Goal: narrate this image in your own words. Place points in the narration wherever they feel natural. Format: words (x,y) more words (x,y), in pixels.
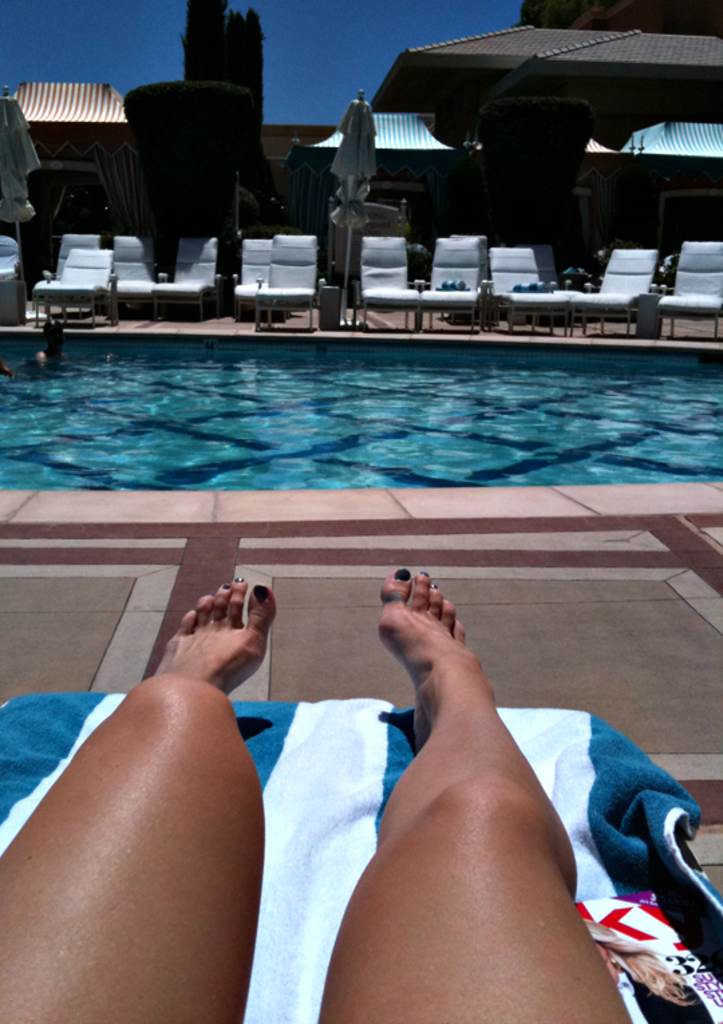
In this image there is some women (487,770) present on the pool bed (297,775). In the background (534,272) there is swimming pool (350,479) and also many pool beds (631,299) with some towels (444,282). Bushes (238,132) and houses (541,93) are also visible in this image.
